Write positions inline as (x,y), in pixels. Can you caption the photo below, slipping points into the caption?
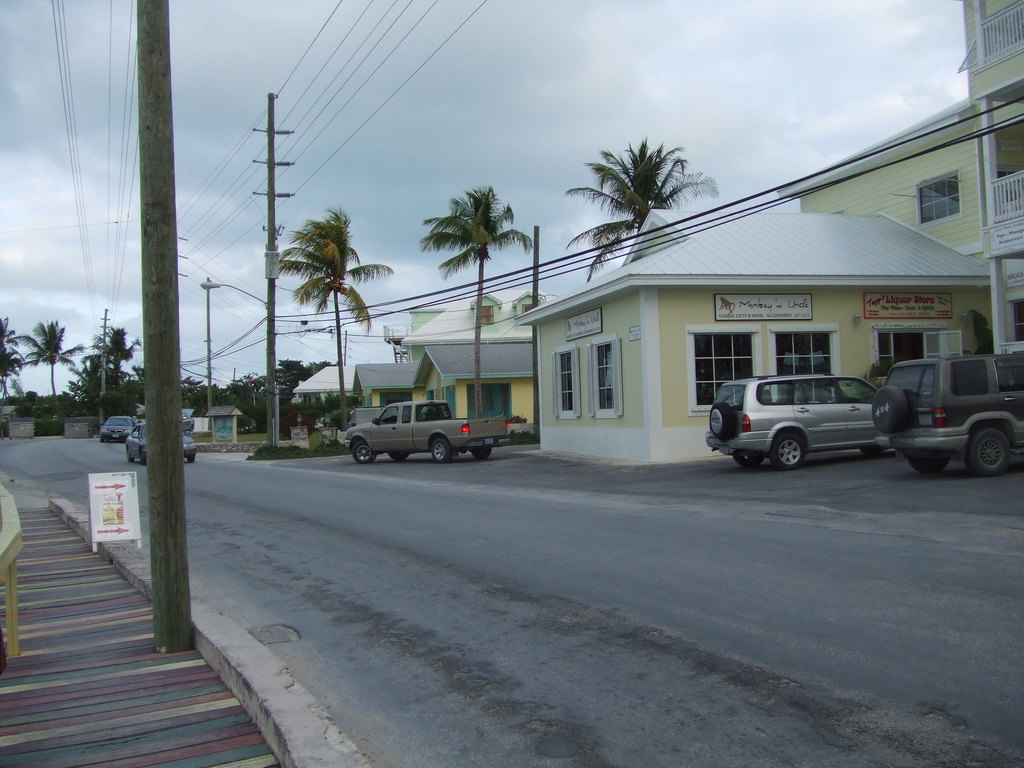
In this picture we can see vehicles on the road (402,559), here we can see buildings (1019,148), name boards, electric poles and some objects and we can see trees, sky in the background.
